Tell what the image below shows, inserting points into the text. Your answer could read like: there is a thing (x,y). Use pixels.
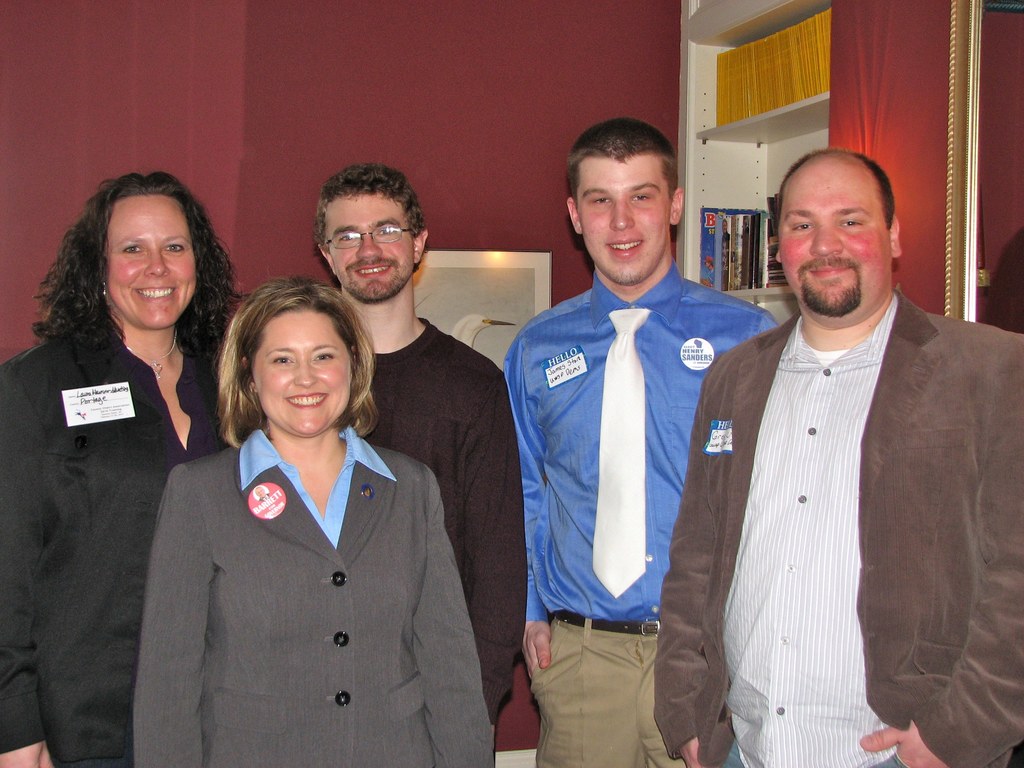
In this image there are five people (536,459) standing. They are smiling. Behind them there is a wall (402,103). There is a picture frame (487,269) on the wall (478,117). To the right (733,164) there is a cupboard (744,174). There are books (711,262) in the cupboard (751,143).
